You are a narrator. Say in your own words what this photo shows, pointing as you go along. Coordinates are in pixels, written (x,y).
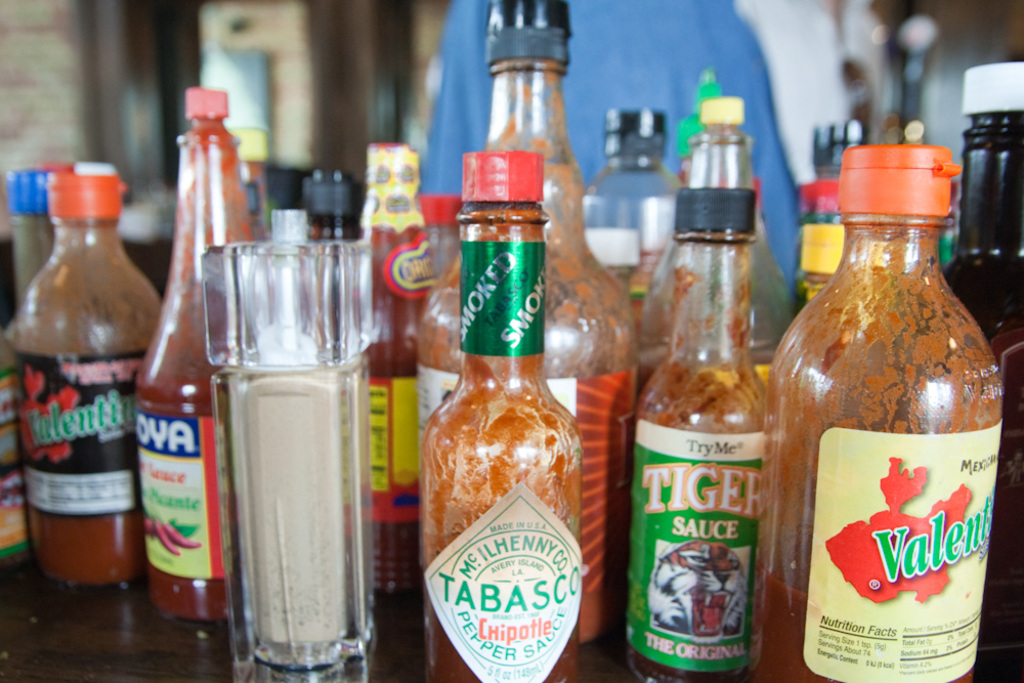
there are many glass bottles (559,397). on the front bottle (438,560) Tabasco pepper sauce (465,598) is written.
